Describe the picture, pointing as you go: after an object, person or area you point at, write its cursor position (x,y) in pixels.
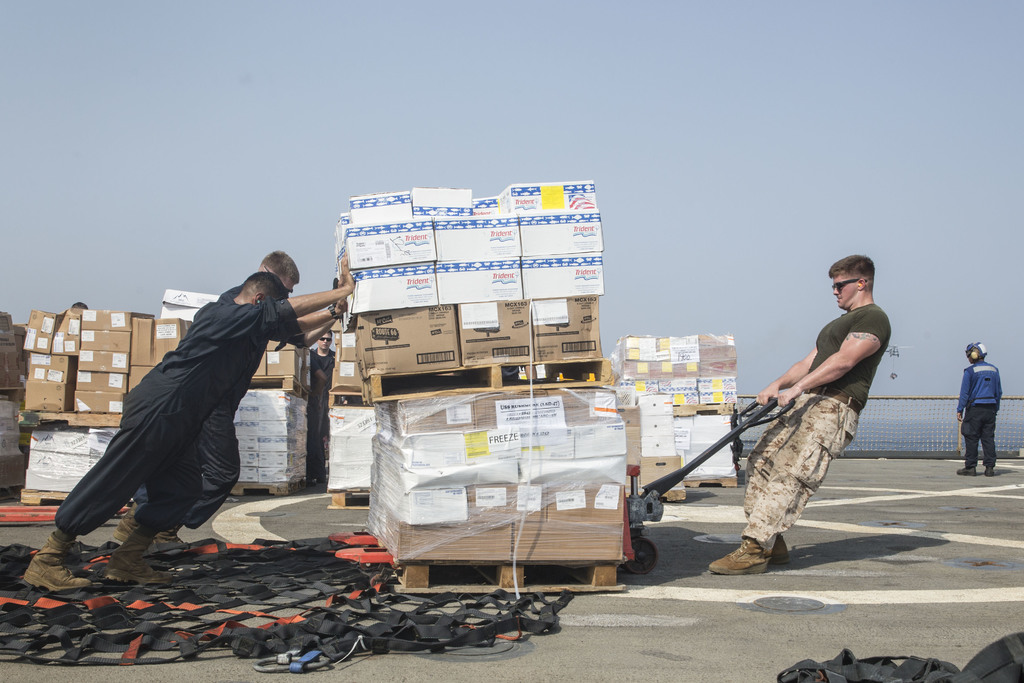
Here in this picture in the middle (470,354), on the right side (851,376) we can see a person (851,376) pulling a trolley (648,528) as we can see number of boxes (491,516) present on it and behind that we can see other two people (276,296) pushing that and beside them also we can see number of boxes (65,356) present and we can see people (976,358) also standing and the person (864,311) who is pulling is wearing goggles (840,292) on him and we can see the sky (615,220) is cloudy.
